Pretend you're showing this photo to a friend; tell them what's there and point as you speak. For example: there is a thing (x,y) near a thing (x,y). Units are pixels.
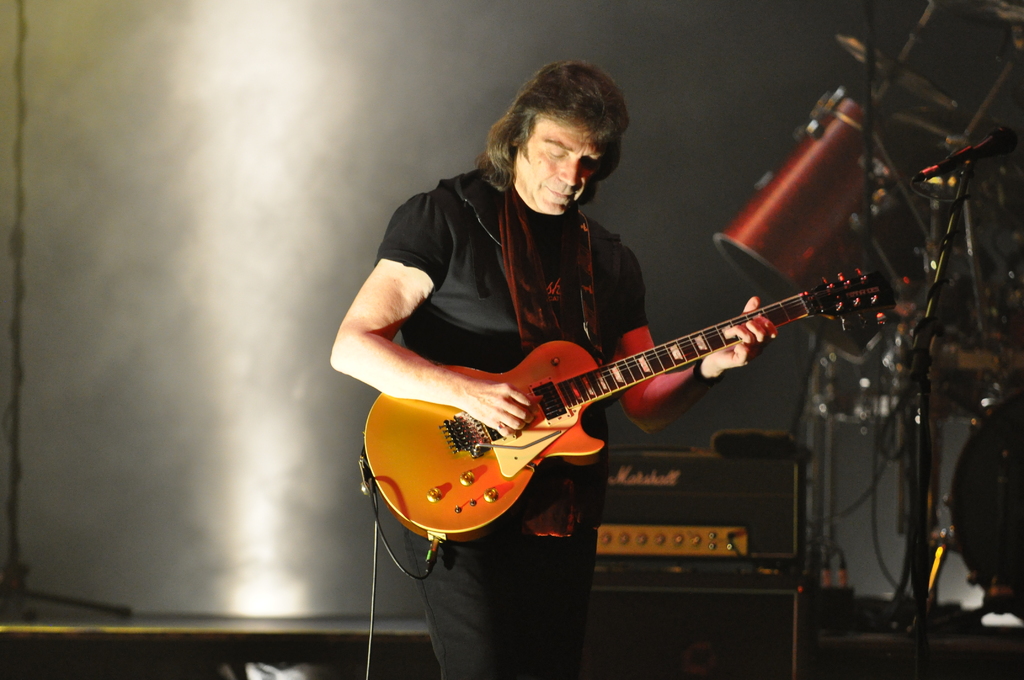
Here we can see a man (467,623) playing a guitar (493,460) and behind him we can see some other musical instruments (759,473).
